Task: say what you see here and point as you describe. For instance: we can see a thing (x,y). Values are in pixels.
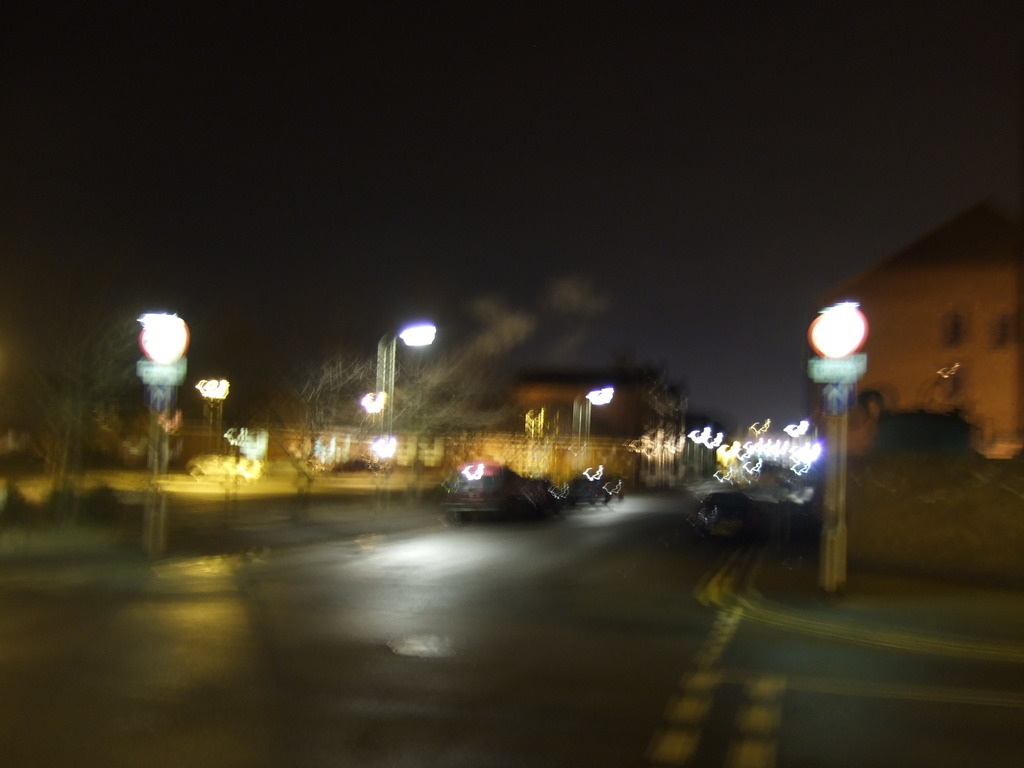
This is an image clicked in the dark. In the middle of the image (540,488) I can see few cars (535,503) on the road (514,563). On both sides of the road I can see few street lights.
